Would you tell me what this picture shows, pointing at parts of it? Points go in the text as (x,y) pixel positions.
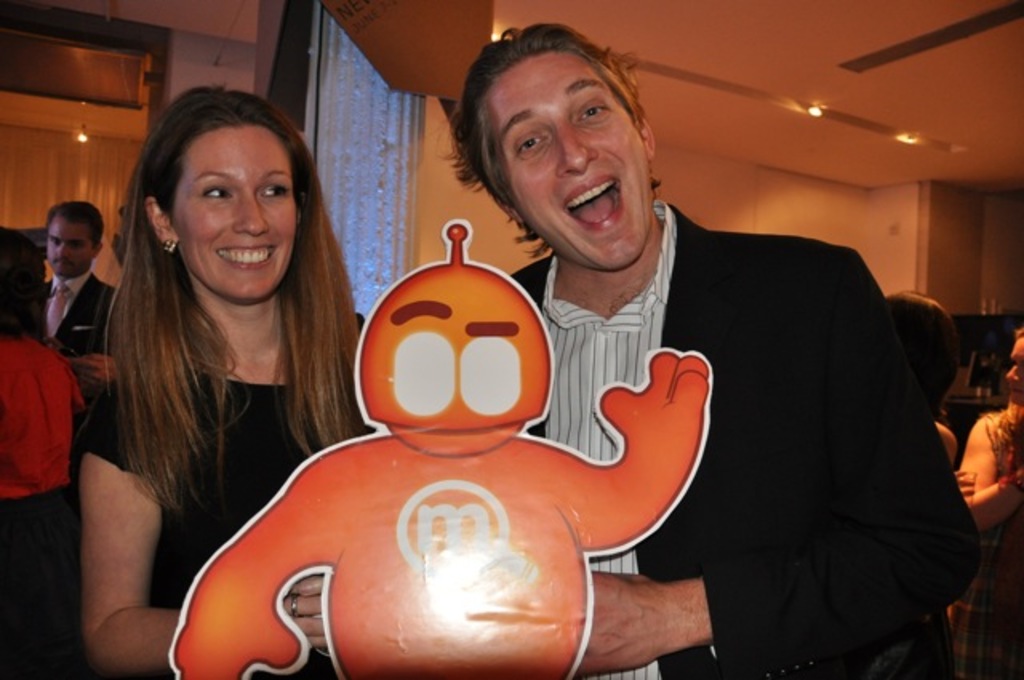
In this image I can see a group of people (213,138) are standing on the floor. In the background (1018,271) I can see a wall (195,83) and lights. This image is taken may be in a restaurant (943,262).
